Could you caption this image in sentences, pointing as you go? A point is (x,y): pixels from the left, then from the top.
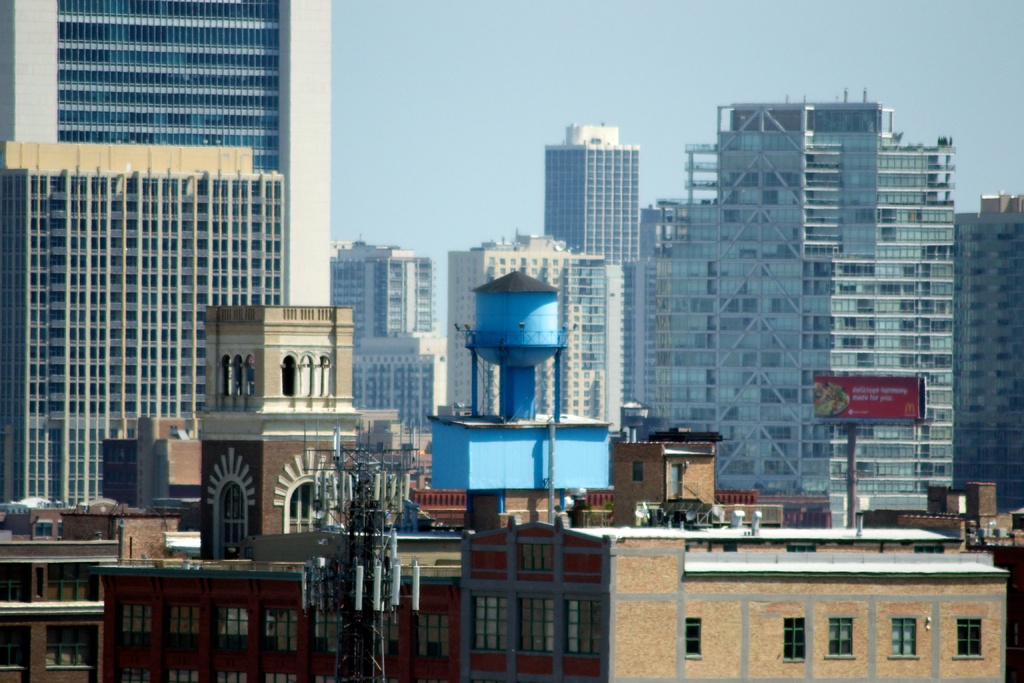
In this image I can see the tower (317,581), many buildings (282,617) and the sky (499,105). To the right (848,416) I can see the board (854,395) which is in red color.
